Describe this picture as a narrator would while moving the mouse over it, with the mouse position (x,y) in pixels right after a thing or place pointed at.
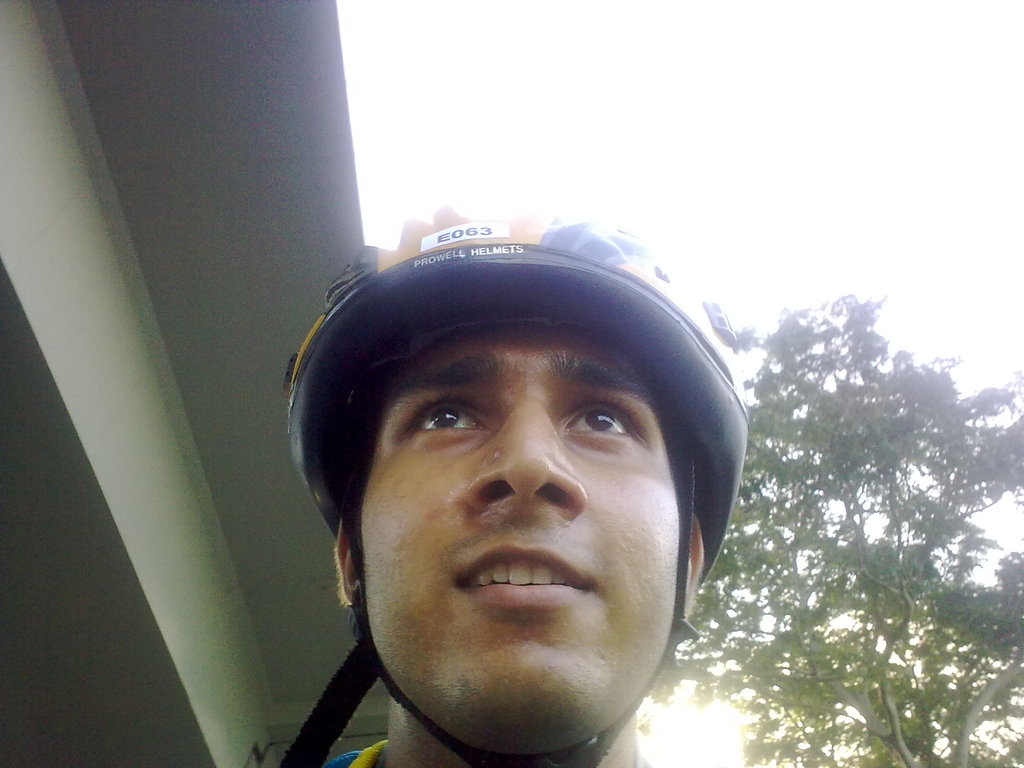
In this image we can see a person (434,627) wearing helmet (498,301). On the left side (180,326) there is a roof (281,322). On the right side (825,507) there is tree (872,593). Also there is sky (769,626).
